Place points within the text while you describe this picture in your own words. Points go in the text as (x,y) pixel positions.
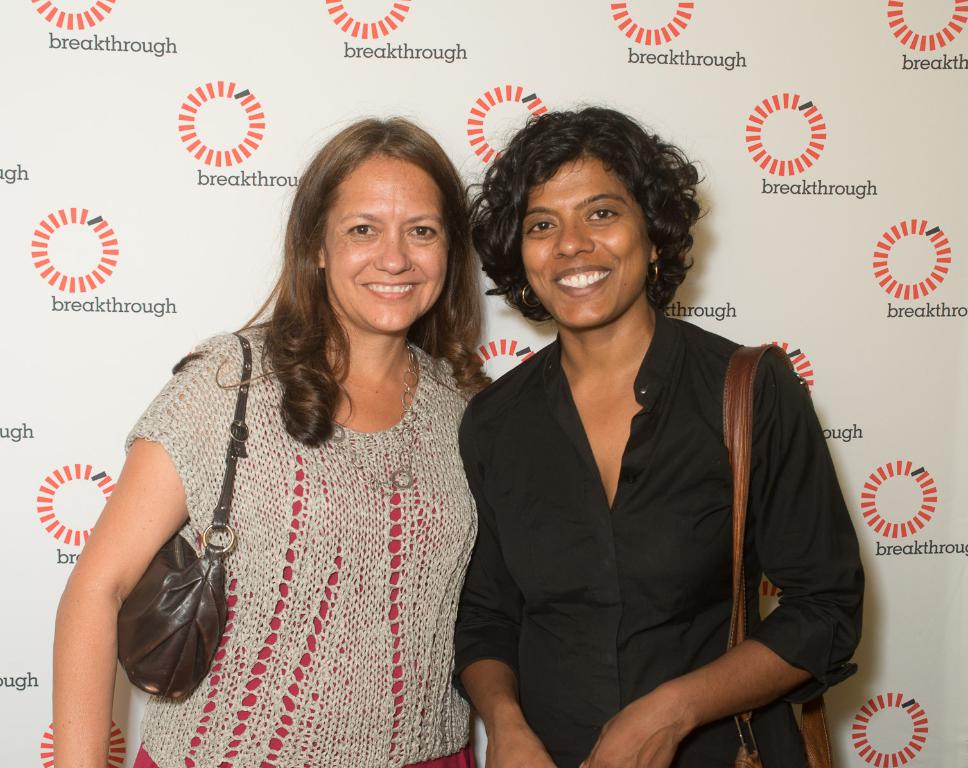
In this image we can see two people (476,590) standing and smiling and posing for a photo and in the background (863,108), we can see a poster (161,149) with some text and logos (123,742).
